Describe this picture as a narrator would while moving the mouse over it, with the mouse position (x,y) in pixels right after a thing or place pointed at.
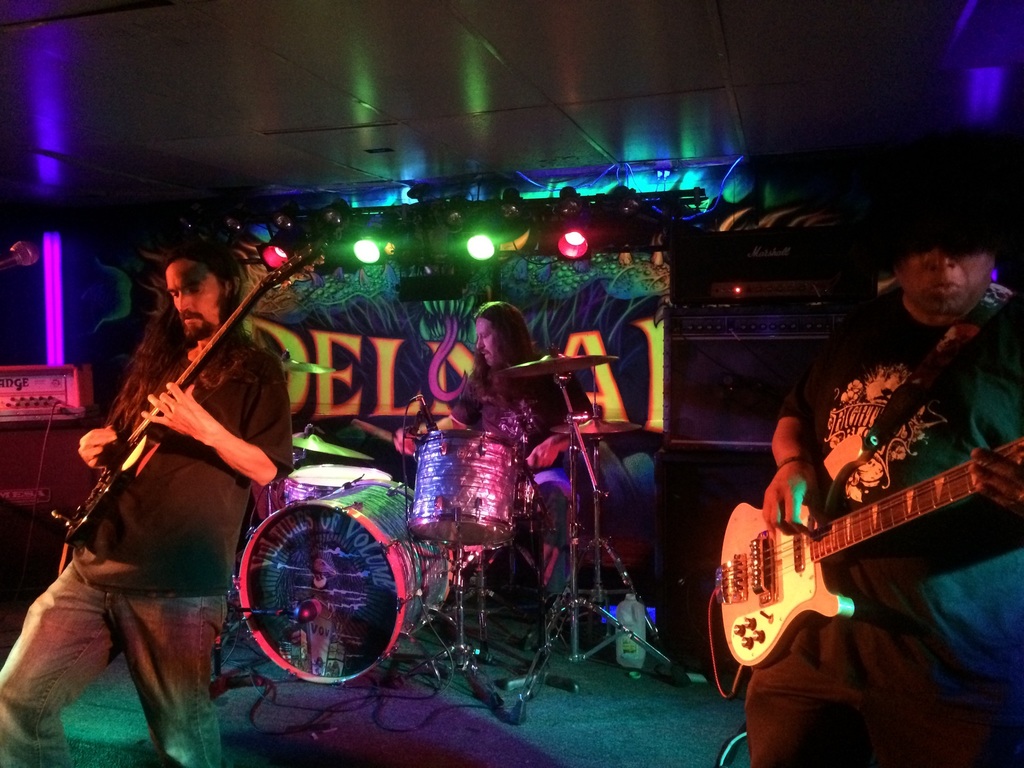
In this picture we can see three persons (208,446), a person (855,590) on the right side (855,590) is playing a guitar (811,544), this man (538,410) is playing drums (457,484), we can see drums (473,471) and cymbals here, in the background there are some lights (566,250).
